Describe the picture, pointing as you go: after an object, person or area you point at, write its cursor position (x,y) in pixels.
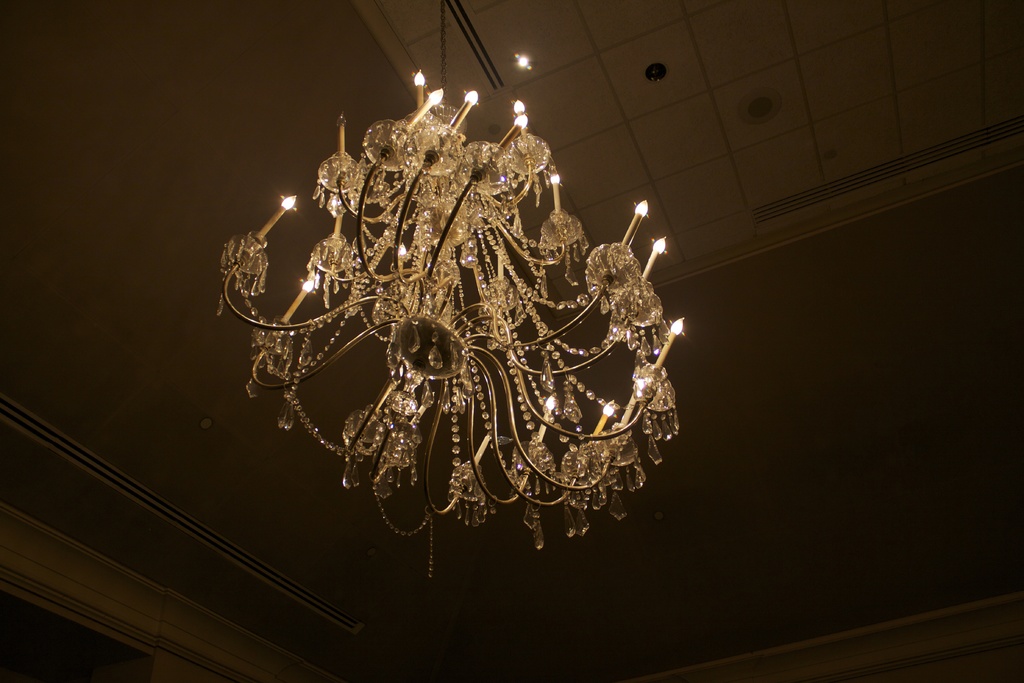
In this image I can see a chandelier (535,529) and the roof (829,403) is in cream color.
